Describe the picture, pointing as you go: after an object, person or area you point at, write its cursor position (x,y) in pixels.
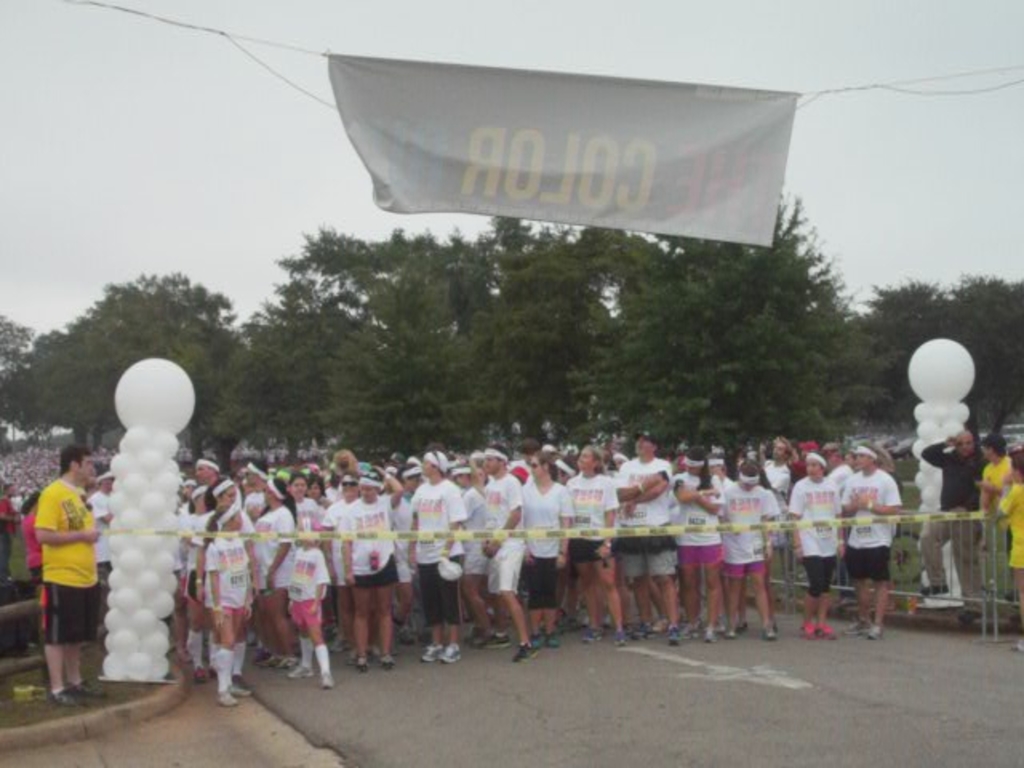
Here we can see group of people (491,596) on the road (668,714). There are balloons (187,418), trees (394,408), banner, and a fence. In the background (954,205) there is sky (753,61).
